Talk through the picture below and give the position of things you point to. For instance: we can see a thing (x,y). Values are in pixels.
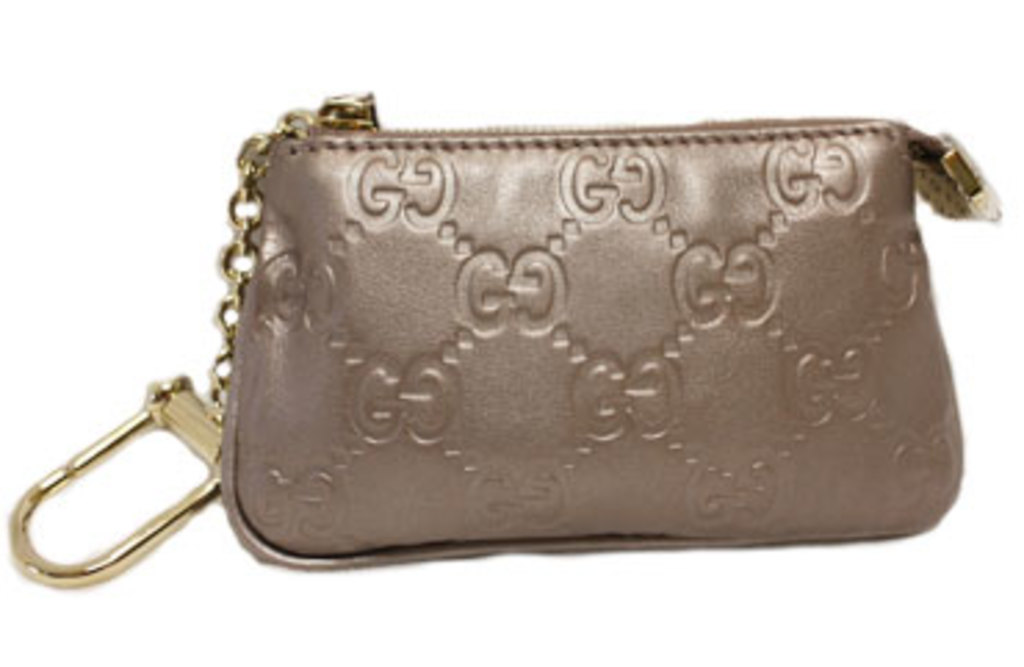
In this image i can see a bag (562,331).
